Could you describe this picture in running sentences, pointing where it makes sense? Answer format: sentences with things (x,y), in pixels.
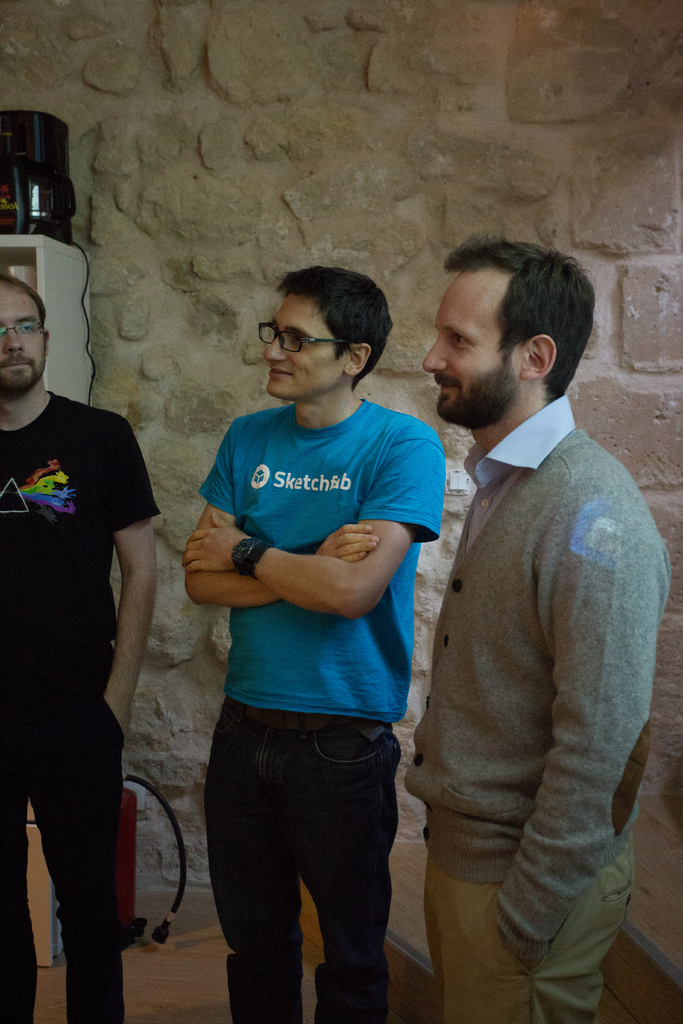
There are three men (249,603) standing on the floor (138,996). In the background (27,208) there is an electronic device (28,219) on the cupboard (69,306), fire extinguisher (131,872) on a floor (138,952) and we can see steps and wall (256,188).
